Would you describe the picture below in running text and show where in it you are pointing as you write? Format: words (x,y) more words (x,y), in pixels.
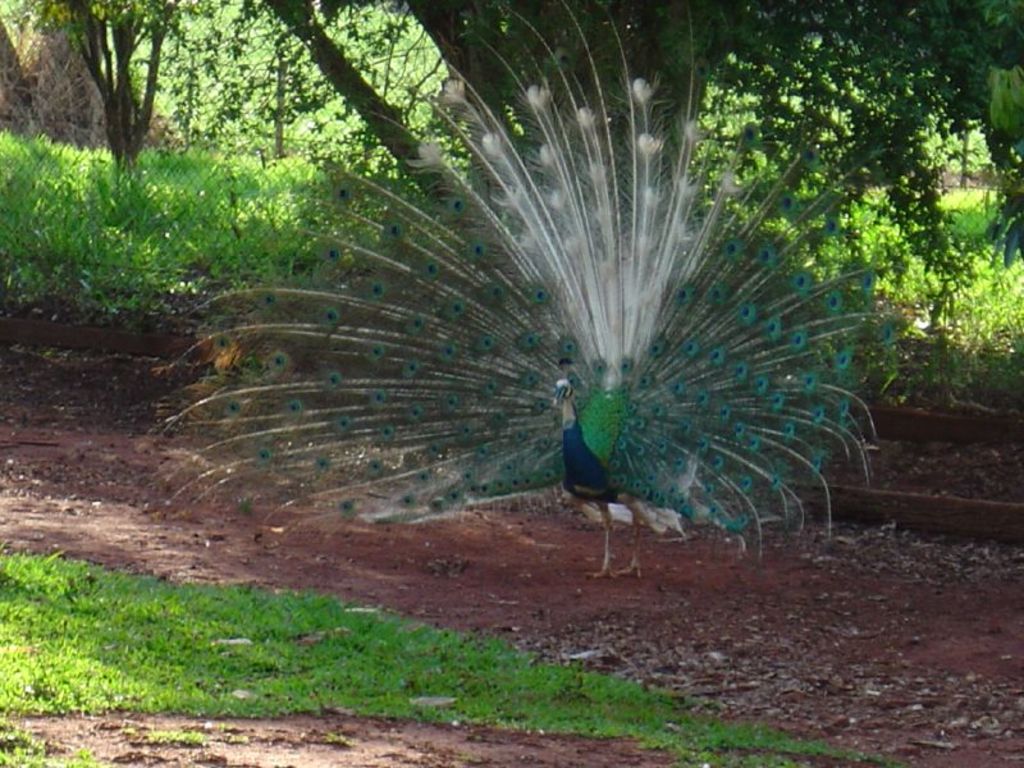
In this picture I can see the peacock (499,296) on the surface (470,593). I can see trees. I can see green grass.
